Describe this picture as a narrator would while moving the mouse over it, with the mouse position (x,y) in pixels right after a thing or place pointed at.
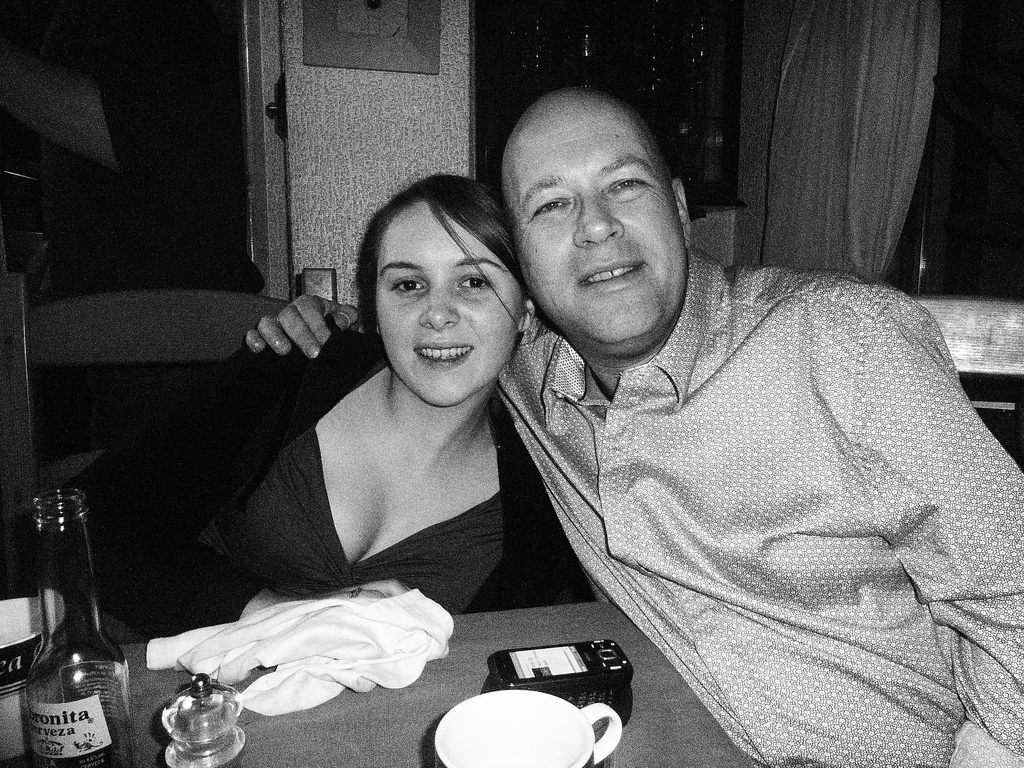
In the image we can see there are two people (657,479) who are sitting in front (862,403) and in front of them there is a table (636,659) on which there is a mobile phone (587,661), cup (493,695) and beer bottle (69,644) and the image is in black and white colour.
